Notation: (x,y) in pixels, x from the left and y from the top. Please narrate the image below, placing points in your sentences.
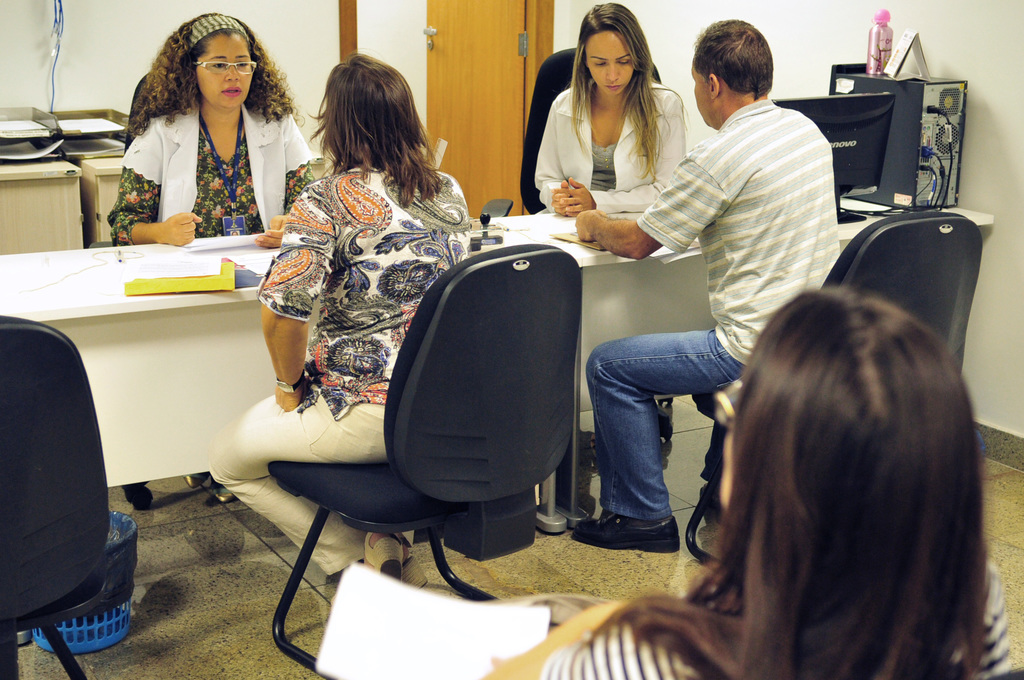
Picture is taken in the room (75,246) in which there are three woman (403,168) and one man (673,202) who are sitting in the chairs (507,356). There is a table (198,314) in front of them. On the table (128,265) there is a pen (117,254), book (178,283), paper (178,270) and stamp (475,239). At the background (485,72) there is door (490,81), wall (262,3) and the table (30,169). At the bottom (114,579) there is a dustbin (121,568), chairs (43,520). In the right side (859,583) there is another woman (781,584) who is sitting with the papers (450,671) in her hand (523,676).
